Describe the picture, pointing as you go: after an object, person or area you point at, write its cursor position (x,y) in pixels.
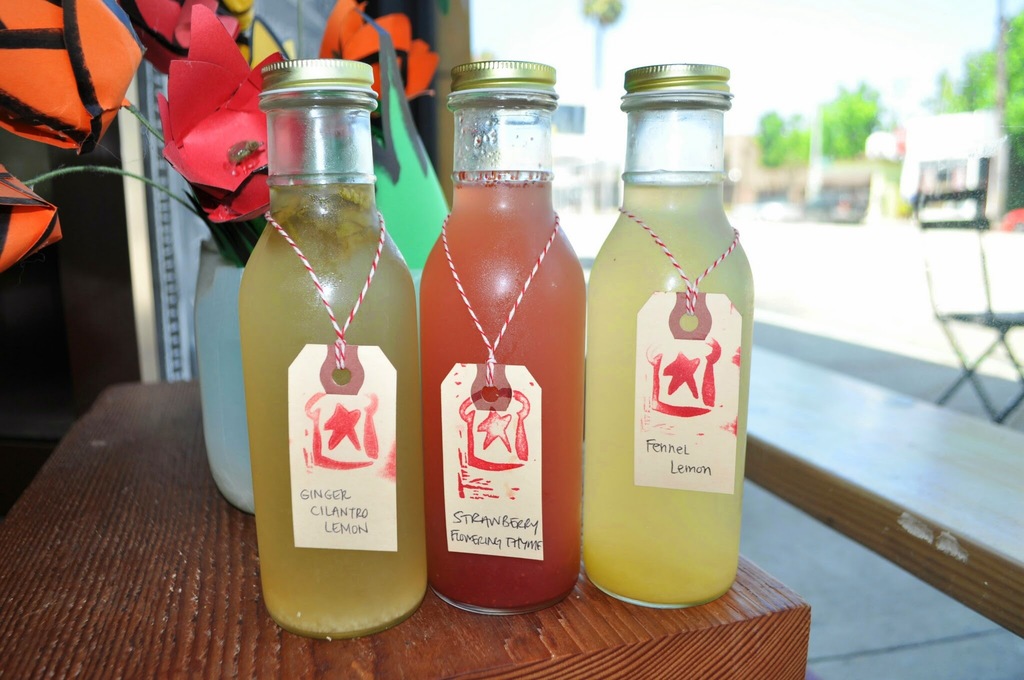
As we can see in the image there is a table (297,639). On table (378,651) there are bottles (535,288) and flower flask (213,384).
